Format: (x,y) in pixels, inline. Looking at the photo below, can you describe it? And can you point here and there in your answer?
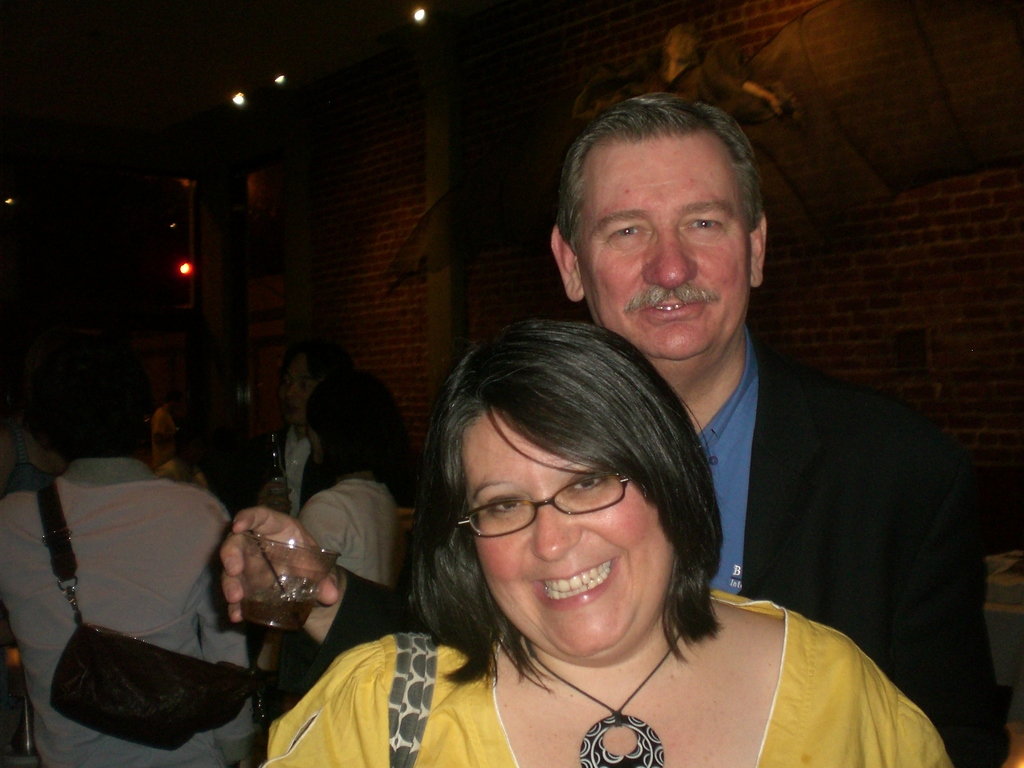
There is a lady (438,709) wearing a yellow dress (890,715), chain (626,718) spectacles (600,503) is smiling. Behind her another person (743,410) is holding a glass (296,583) and smiling. There are some other persons (126,484) in the background (302,409). A person (146,625) is wearing a bag (129,671).
